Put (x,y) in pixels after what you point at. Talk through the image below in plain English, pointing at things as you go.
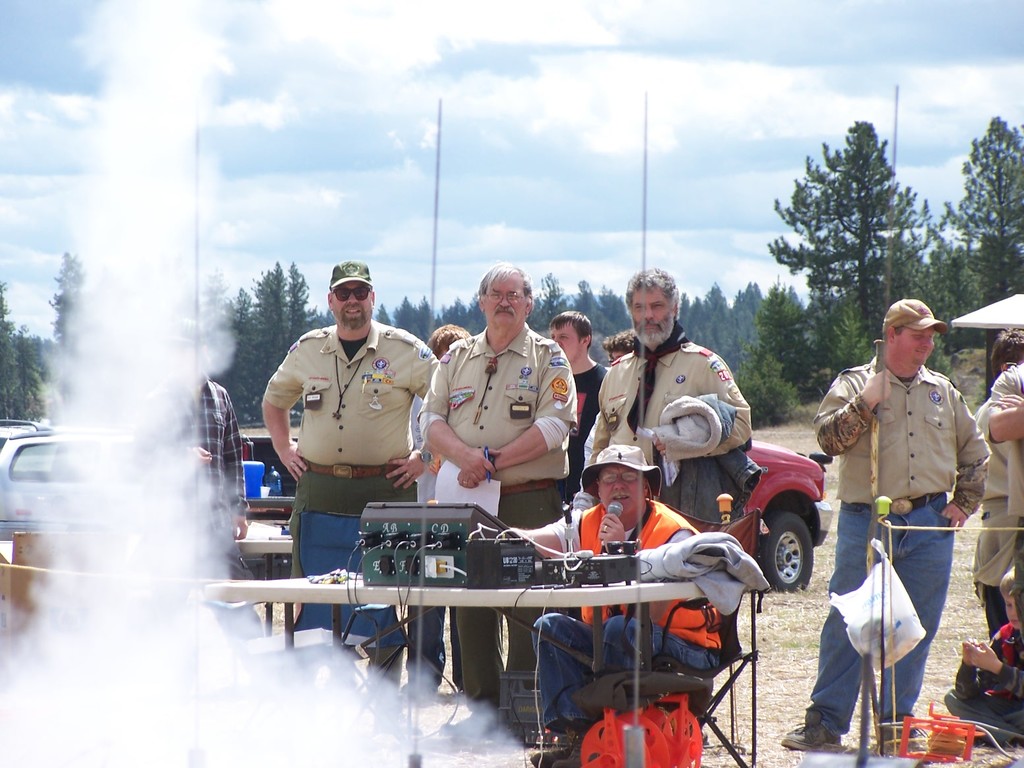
In the image there are few officers (370,391) standing in the back (304,432), in the front (489,517) there is a man (606,511) sitting in front of table (259,589) with mic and amplifier (406,540) on it, on the left side (256,621) there is smoke (88,647) releasing from the ground (90,695), over the background (919,290) there are trees (898,236) and above its sky (585,84) with clouds (630,110).
